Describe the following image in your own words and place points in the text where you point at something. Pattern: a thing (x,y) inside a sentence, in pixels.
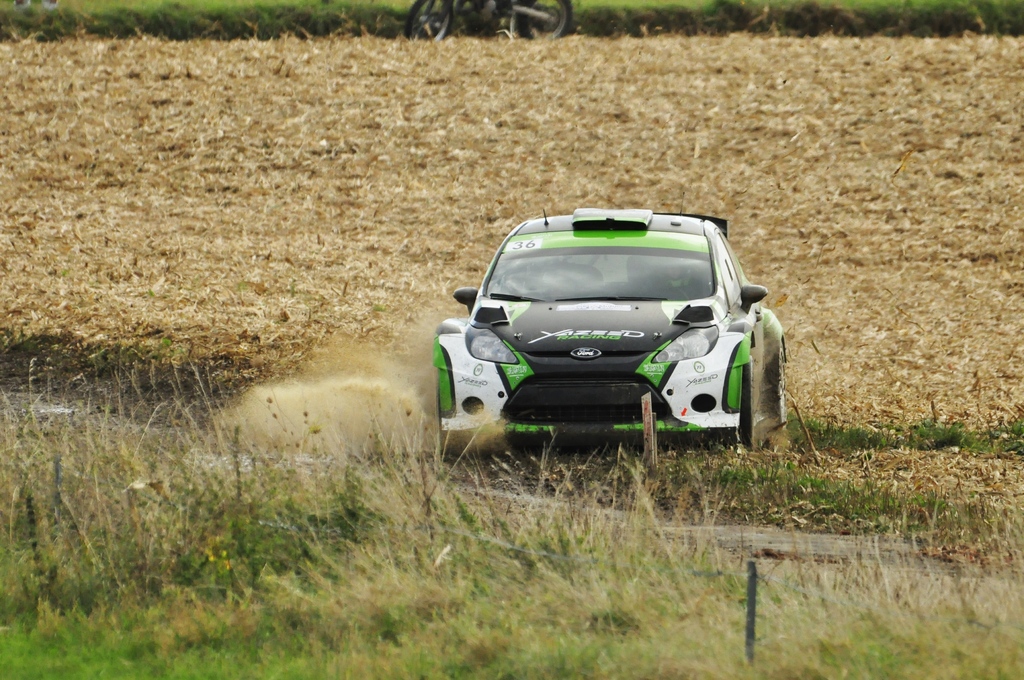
In this image we can see a car (701,320) placed on the ground (719,465). We can also see some grass (684,588), poles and a motorbike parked aside.
